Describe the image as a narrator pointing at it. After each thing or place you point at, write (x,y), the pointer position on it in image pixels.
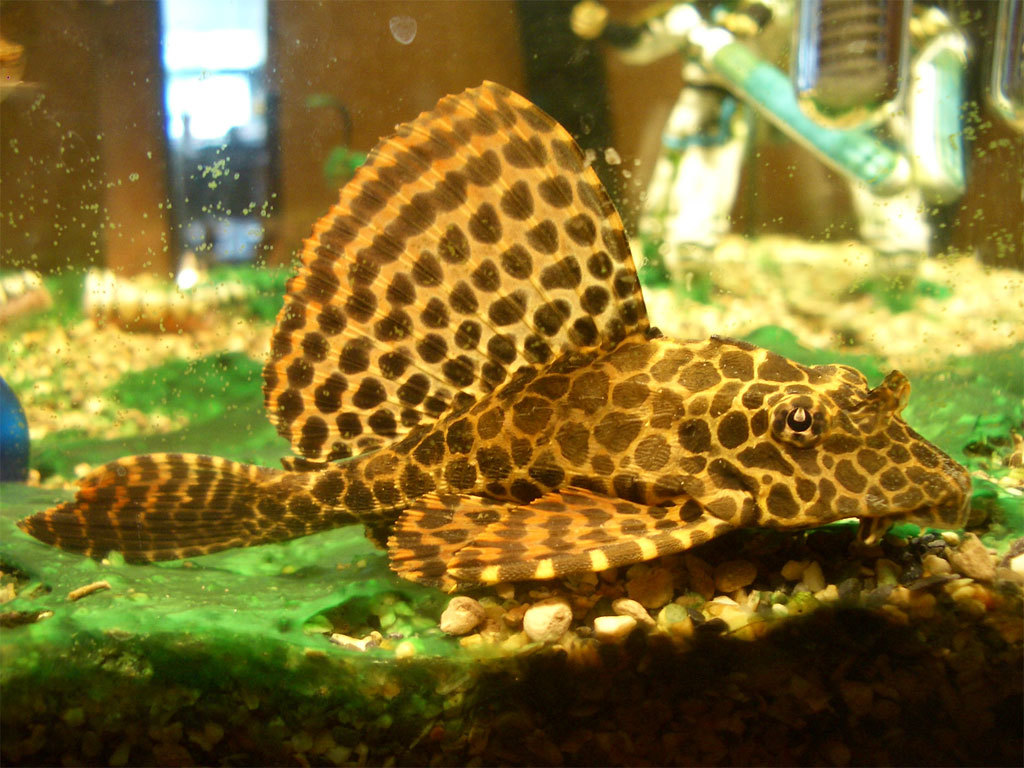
This image looks like an aquarium (780,152). And there are stones (737,609) at the bottom (807,591).
